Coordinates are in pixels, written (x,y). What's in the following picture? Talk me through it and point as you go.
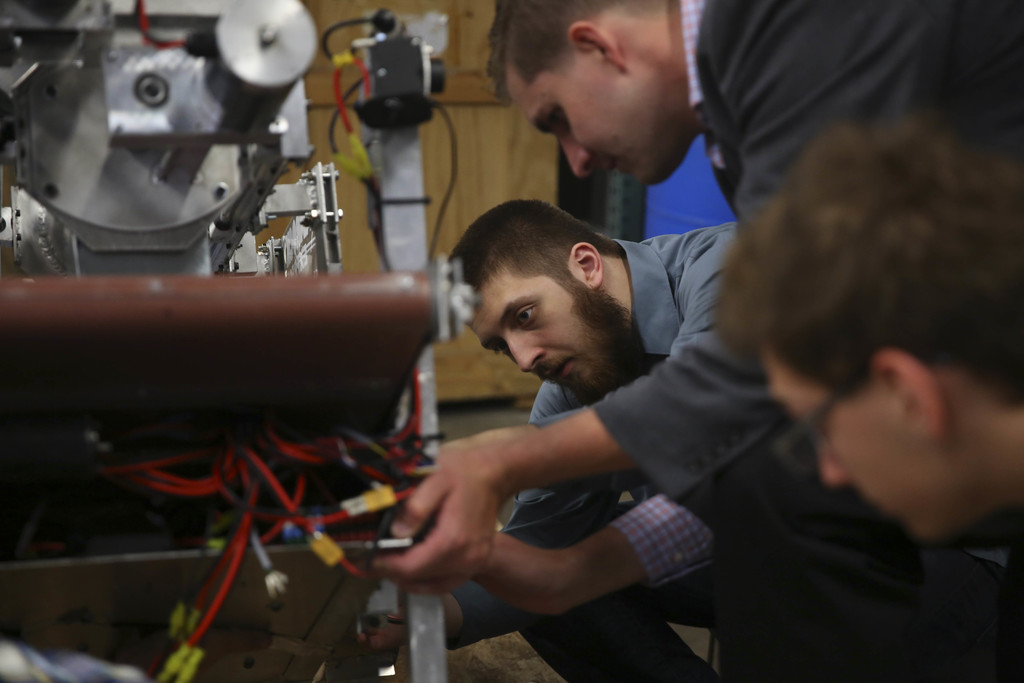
In this picture we can see few people (726,353), in front of them we can find a machine (316,384) and cables (290,510).
